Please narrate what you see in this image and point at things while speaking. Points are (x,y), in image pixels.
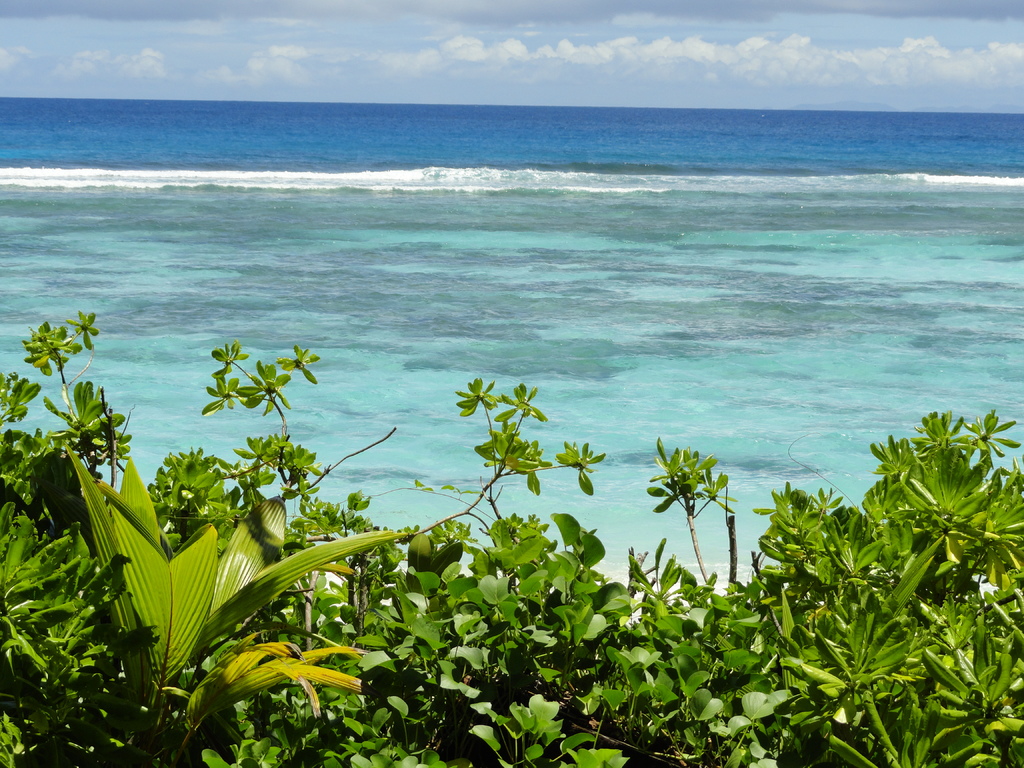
These are the green color trees (577,650), this is water (599,282). At the top (576,67) it's a sky (599,50).
